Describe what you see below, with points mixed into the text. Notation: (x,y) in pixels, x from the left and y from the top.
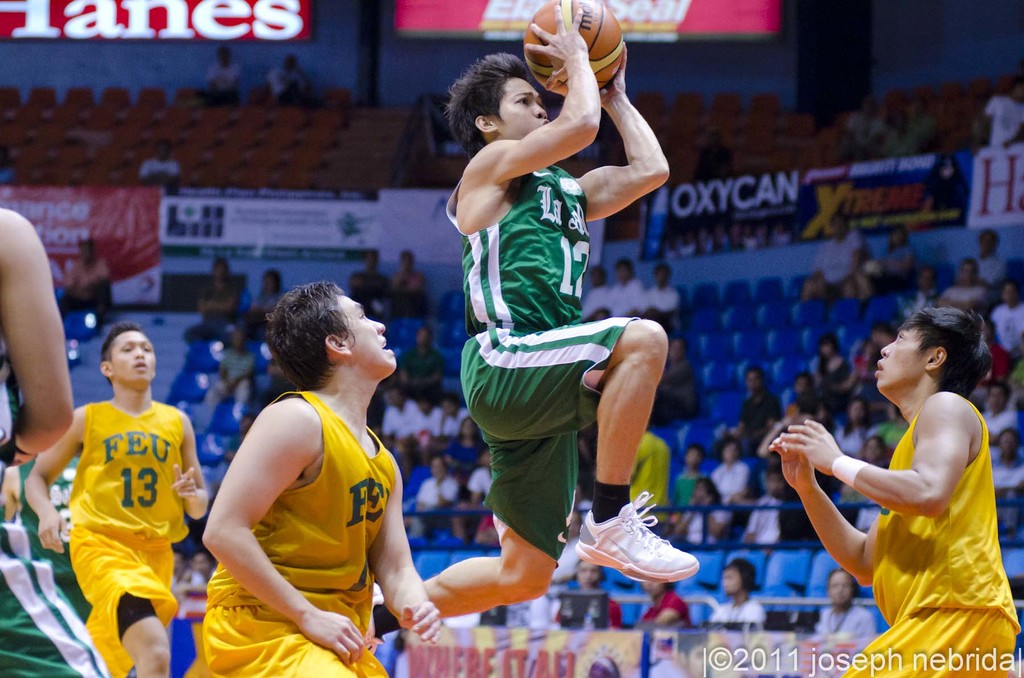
The players (510,239) are playing basketball in the ground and they are wearing green and yellow costumes (108,579), around the ground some people (89,271) are sitting and watching the game and there is a fencing (484,646) around the ground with the name of sponsors (653,633).
